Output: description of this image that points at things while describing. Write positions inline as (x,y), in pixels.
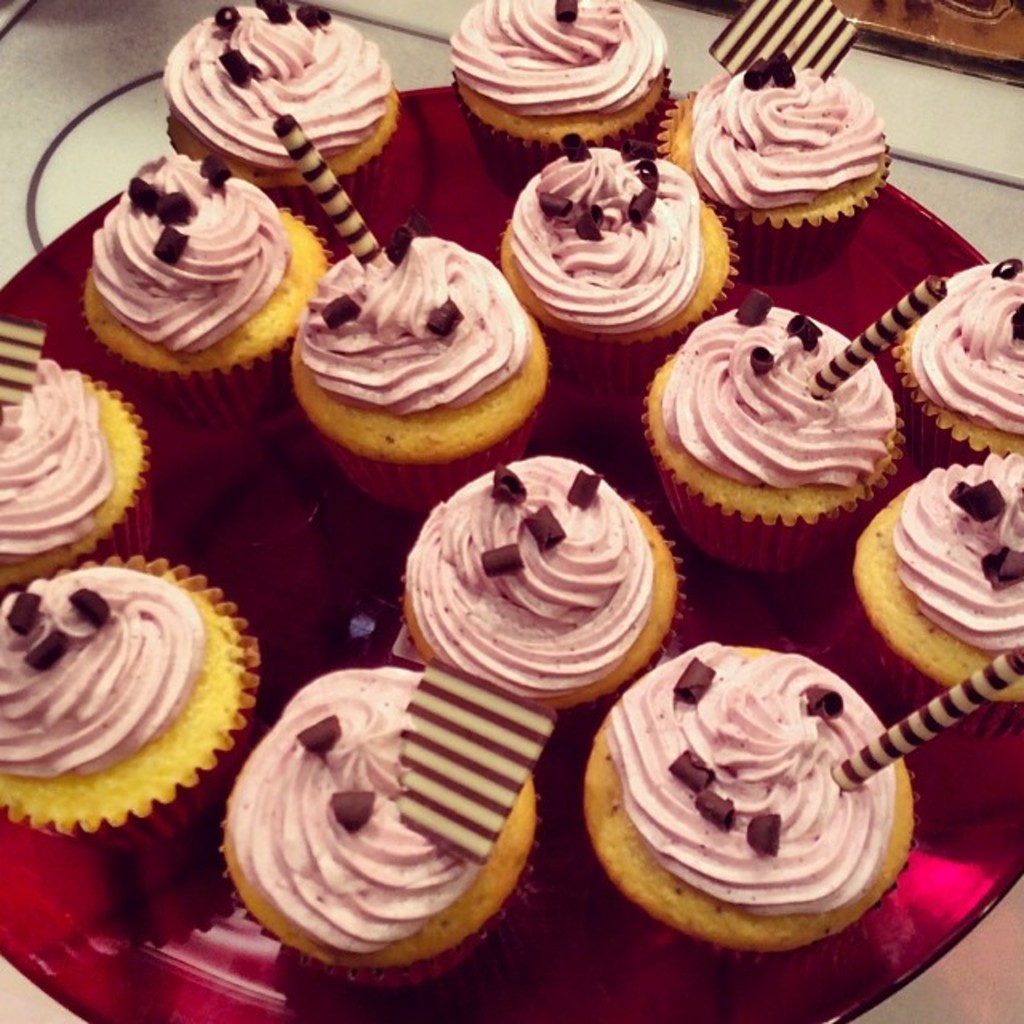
In this picture we can see a plate (965,806) on the surface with cupcakes (444,340) in it.
